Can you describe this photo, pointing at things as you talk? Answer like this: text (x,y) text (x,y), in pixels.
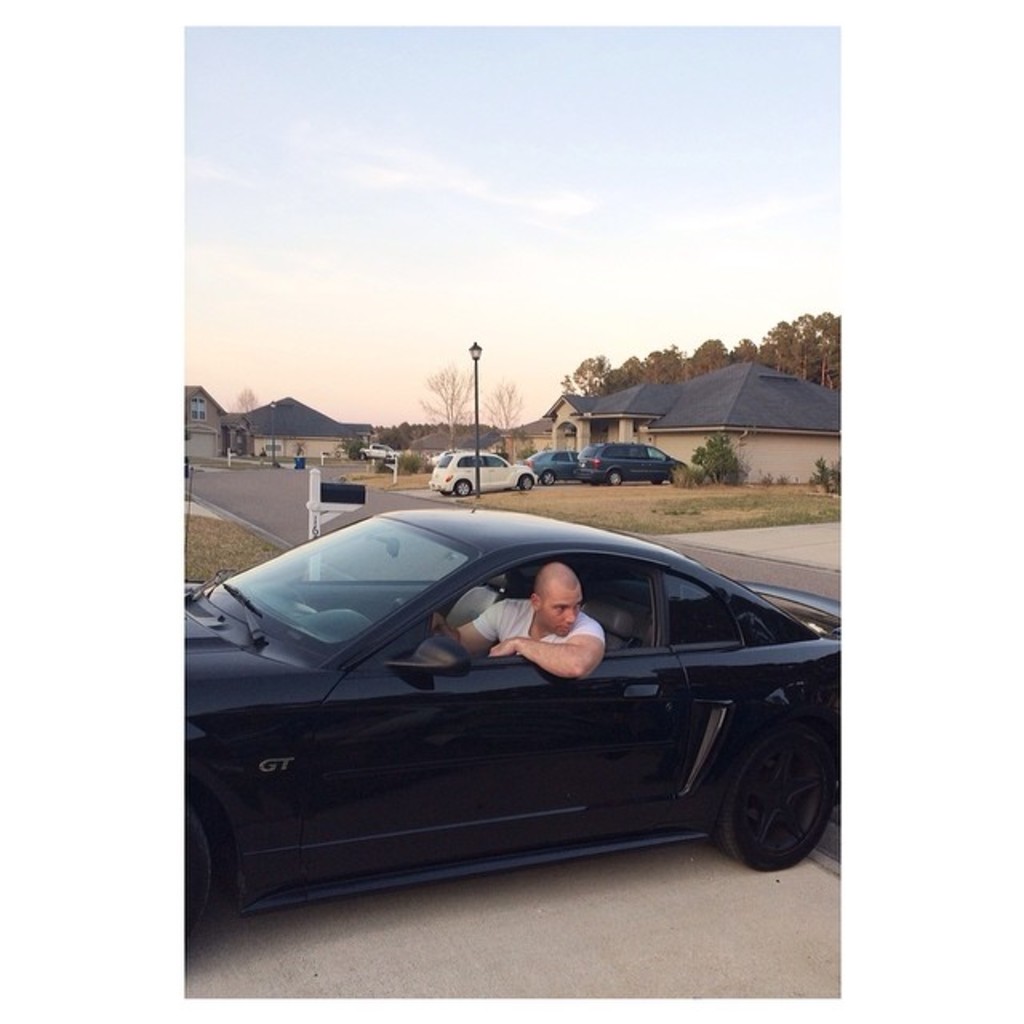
In this picture we can see a man (473,621) sitting in the car (398,850) which is on the road (605,888). This is the pole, and we can see some vehicles (657,468) here. And these are the houses (789,428). On the background (800,355) we can see some trees (652,354). And this is the sky (345,214).
